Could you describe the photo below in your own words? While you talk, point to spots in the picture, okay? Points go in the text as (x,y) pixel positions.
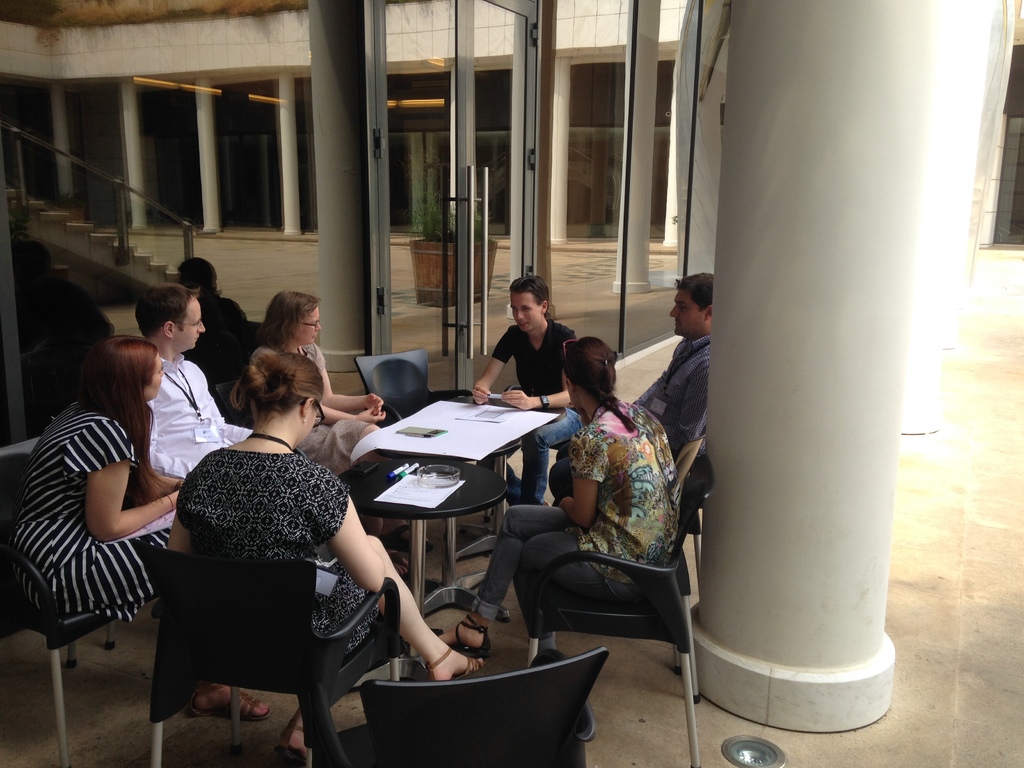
This image is clicked outside the building (659,295). There are seven people (117,582) sitting in the chairs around the table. To the left (94,483), the woman (68,491) is wearing white and black dress (31,522). To the right (701,368), the man (672,399) is wearing blue shirt (683,414). In the background (449,154), there is a mirror (271,202), door (384,202), pillars (354,65). To the right (962,562), there is a floor (967,630) in the bottom (970,655).
